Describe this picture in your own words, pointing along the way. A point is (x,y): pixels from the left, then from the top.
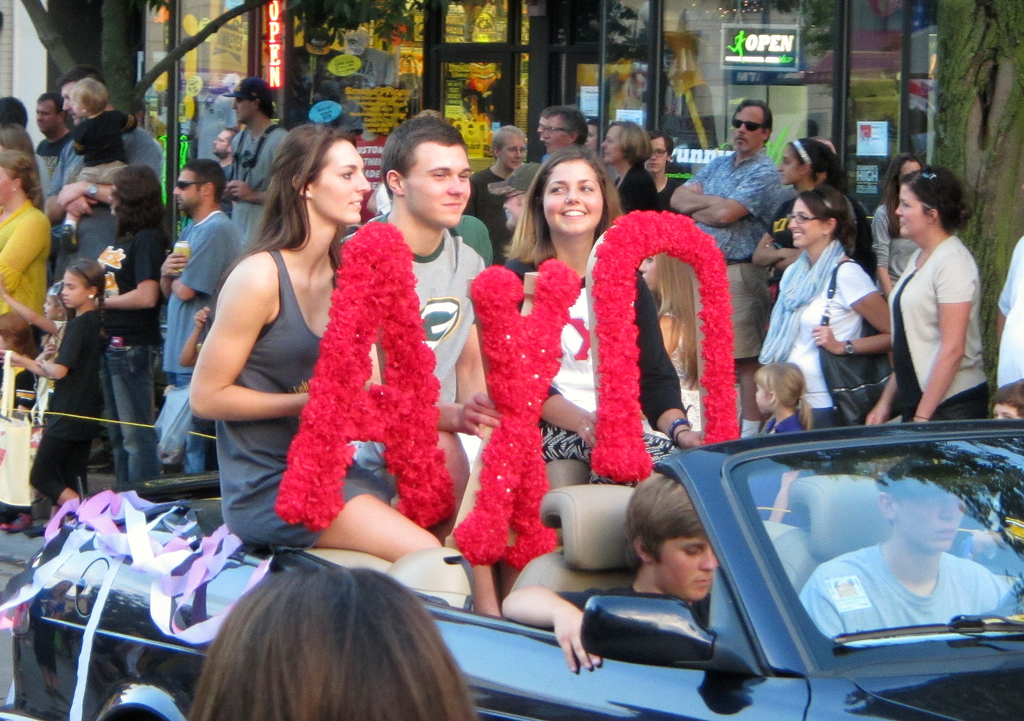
This picture shows few people (703,188) are standing on the side and we see few people (436,541) are seated in the car (850,446) holding a red colour letters (432,384) in their hands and we see few stores (592,82) on the right (902,125) and man (169,267) holding a glass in his hand (182,263).
